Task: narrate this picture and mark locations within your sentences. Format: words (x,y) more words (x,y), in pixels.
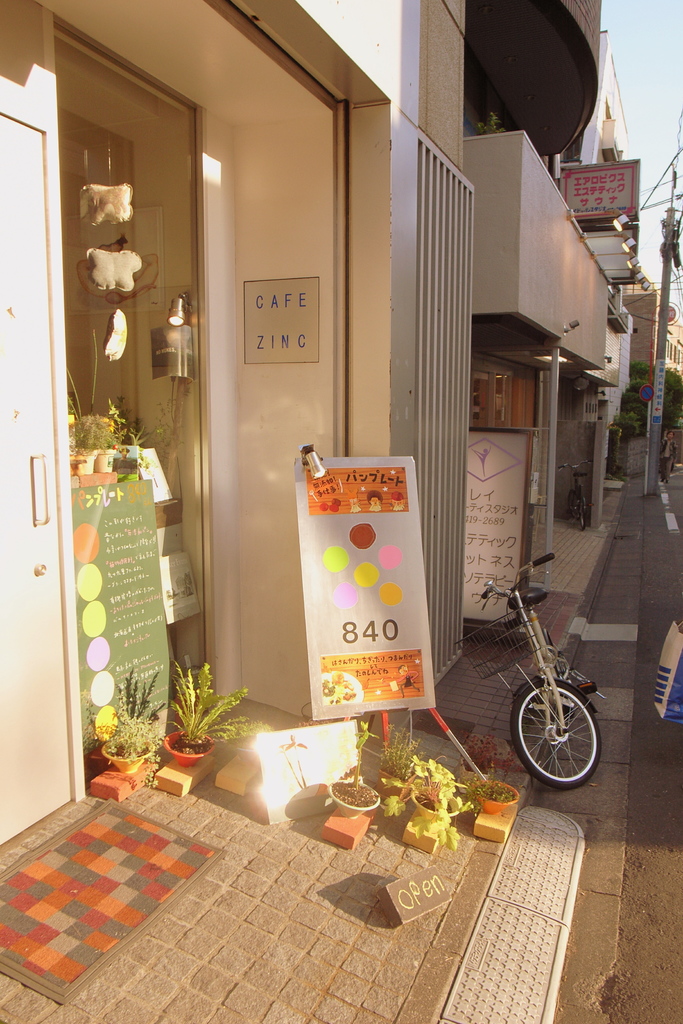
In this image we can see few buildings (420,378) and pole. Here we can see boards (140,643), bicycle (540,701), plants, door (17,659) and some other objects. At the bottom of the image (79,912) we can see a mat (117,923) on the path (363,914).
